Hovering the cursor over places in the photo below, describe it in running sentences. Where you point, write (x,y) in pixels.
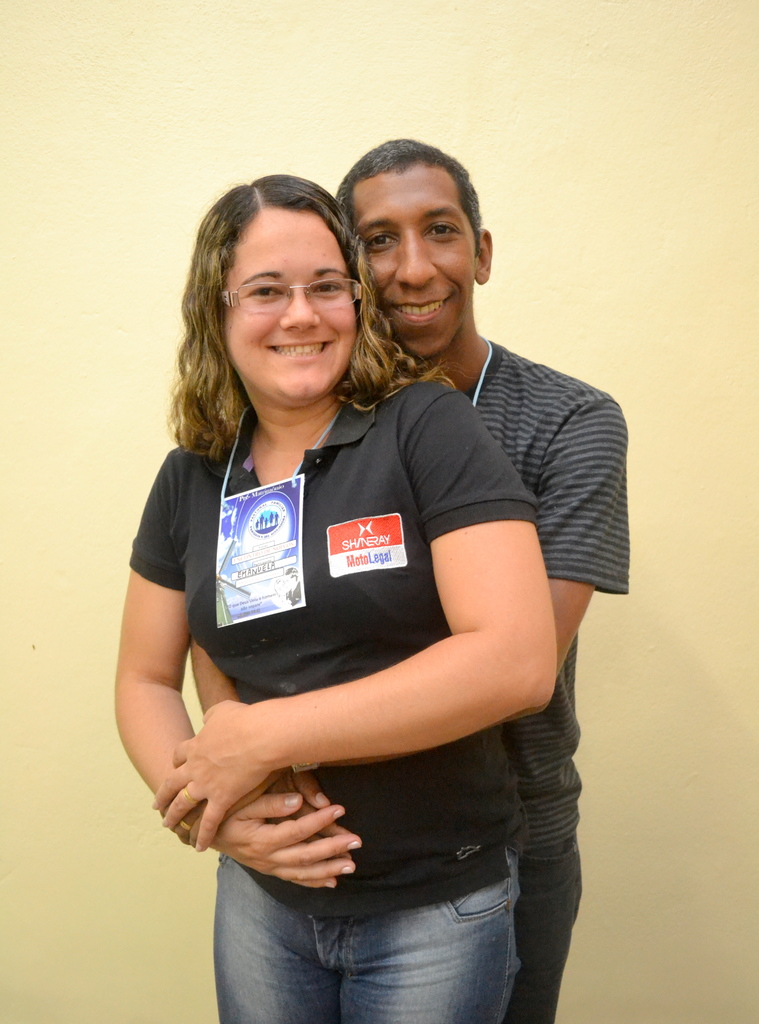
In the image we can see a man (620,502) and a woman (449,621) standing, wearing clothes (542,529) and they are smiling. The woman (382,617) is wearing an identity card (291,534) and glasses (264,289).
